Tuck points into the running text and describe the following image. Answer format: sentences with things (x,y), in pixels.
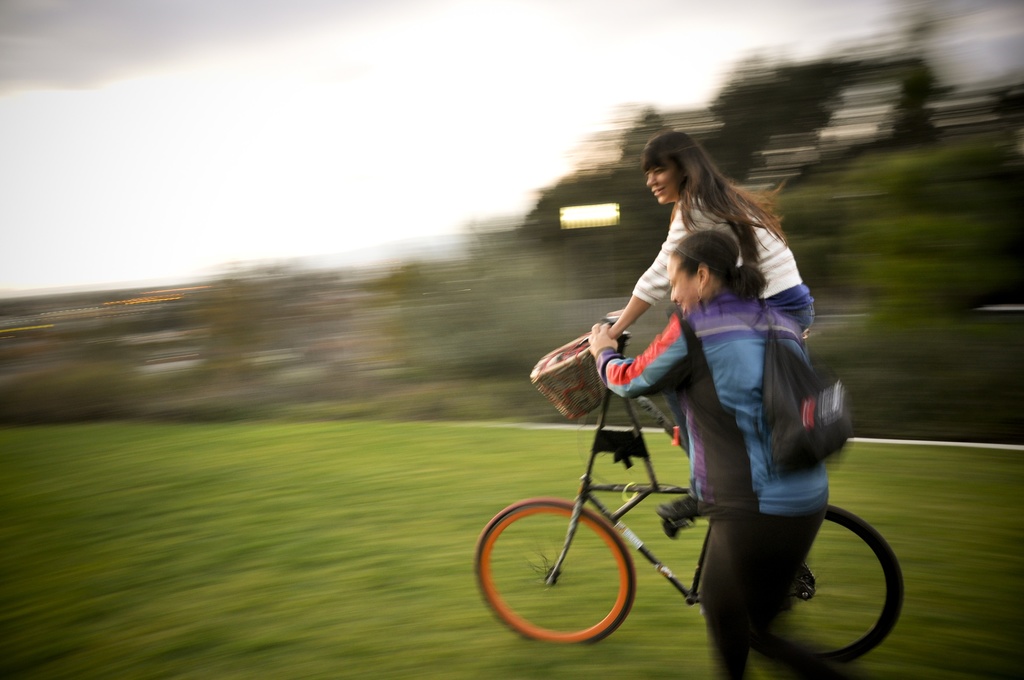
She is riding a bicycle (594,490). On the right side (748,327) we have a another woman (758,310). She is wearing a bag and she is holding a bicycle handle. We can see in the background (238,175) there is a sky (189,252) and trees (491,295).
